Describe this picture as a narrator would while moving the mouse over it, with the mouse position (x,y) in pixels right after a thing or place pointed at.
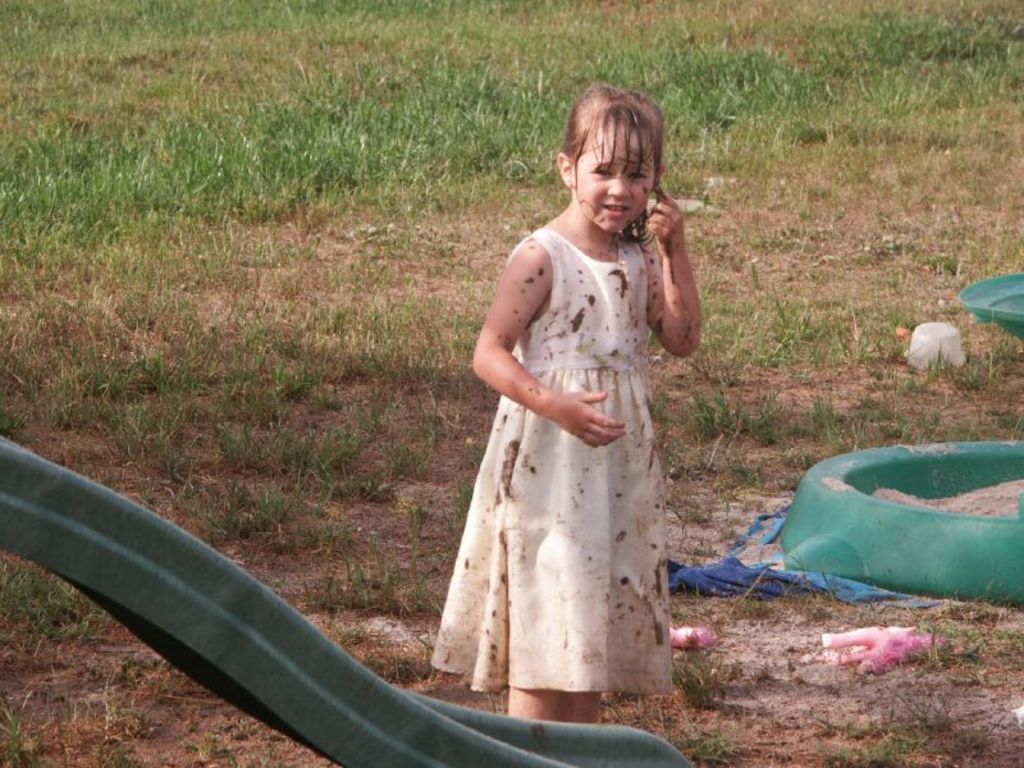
In the background (715,63) we can see the grass (864,443). In this picture we can see few objects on the ground (394,352). We can see a girl (527,559) wearing a white frock (640,317). On the left side of the picture (182,561) we can see an object (296,666).
